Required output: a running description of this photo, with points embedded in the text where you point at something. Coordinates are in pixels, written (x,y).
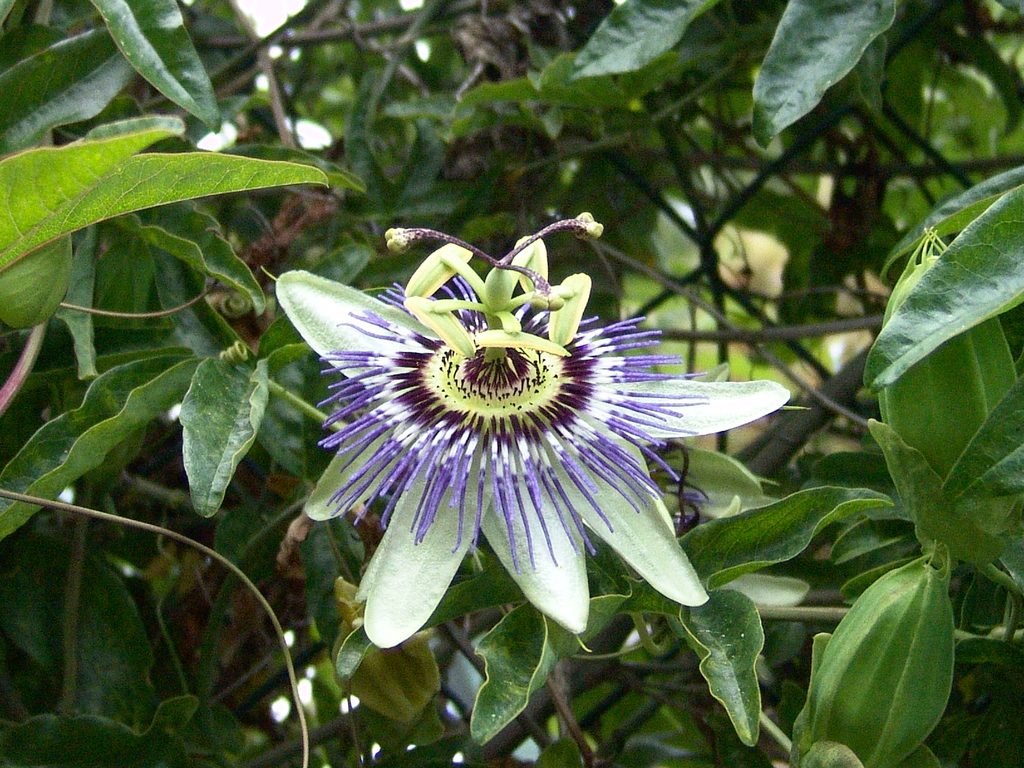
In this image there is a flower (585,380). In the background (389,202) there are trees (63,634).
